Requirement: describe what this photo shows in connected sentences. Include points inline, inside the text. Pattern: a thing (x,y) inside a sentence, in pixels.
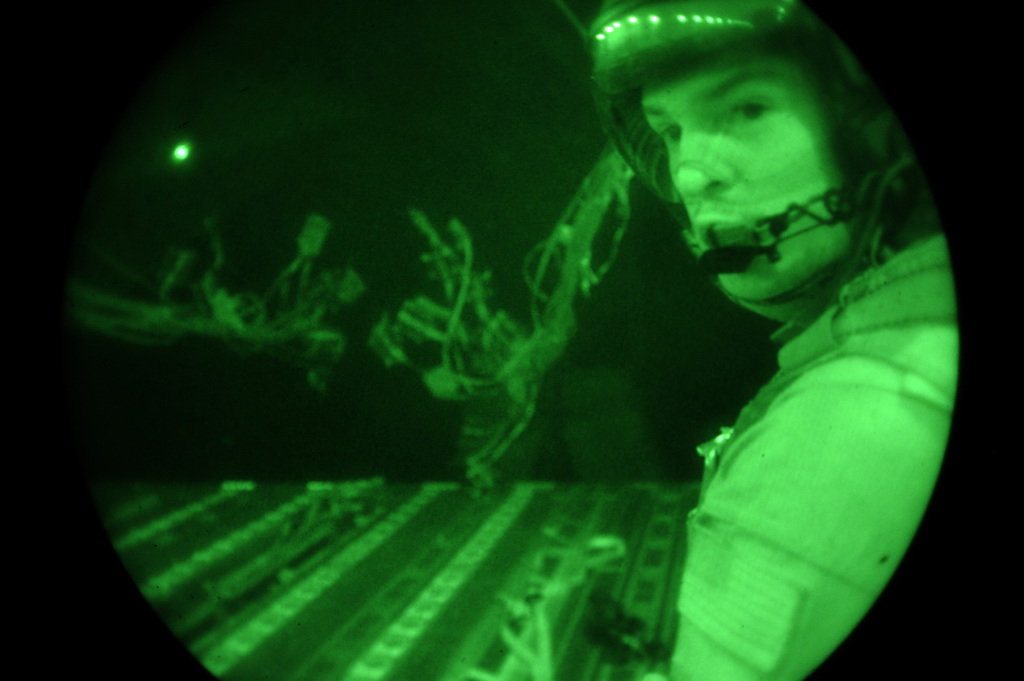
This is an edited image with the borders (975,114). On the right (794,100) there is a person (735,173) wearing helmet (775,18). In the center (441,310) we can see some objects (580,250) and a light (184,156). The background of the image (372,107) is very dark.
